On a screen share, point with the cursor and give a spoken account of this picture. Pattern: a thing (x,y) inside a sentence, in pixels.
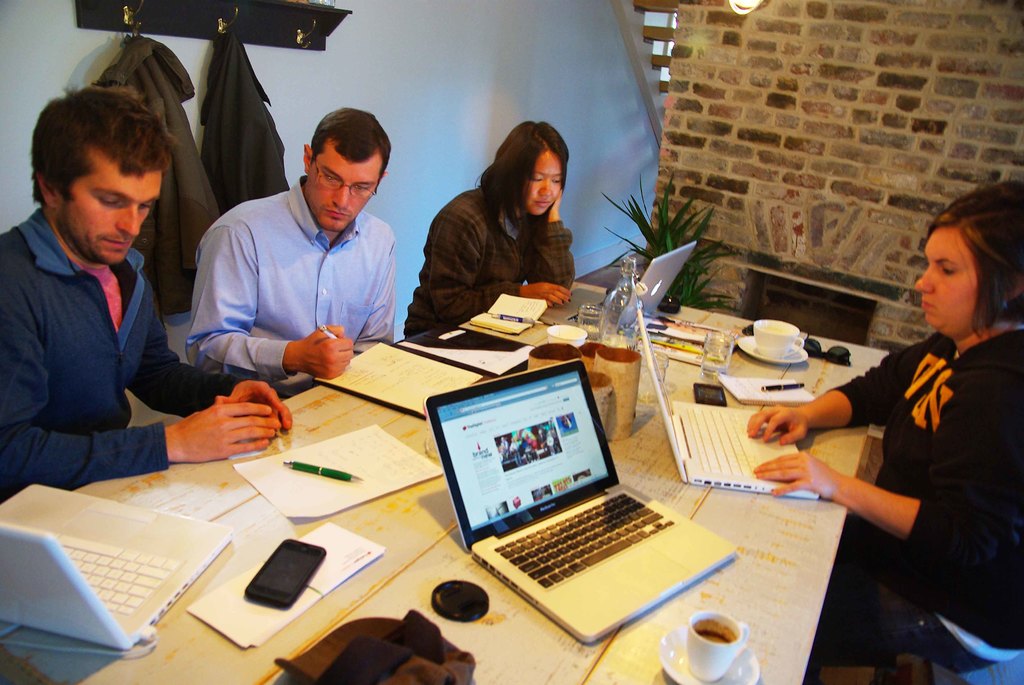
In the image we can see two men (25,283) and two women (962,385) sitting, they are wearing clothes (62,373) and one man (290,249) is wearing spectacles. In front of them there is a table (779,521). On the table (738,549), we can see laptops (591,534), papers (440,348), a bottle (634,312), glasses (706,353), tea cup (696,653) and saucer (676,643), an electronic device (284,572) and many other things (560,351). Here we can see the brick wall (840,133), plant (676,220), light (746,10) and the wall (480,78). Here we can see clothes (189,79) hung to the hanger (189,30).
